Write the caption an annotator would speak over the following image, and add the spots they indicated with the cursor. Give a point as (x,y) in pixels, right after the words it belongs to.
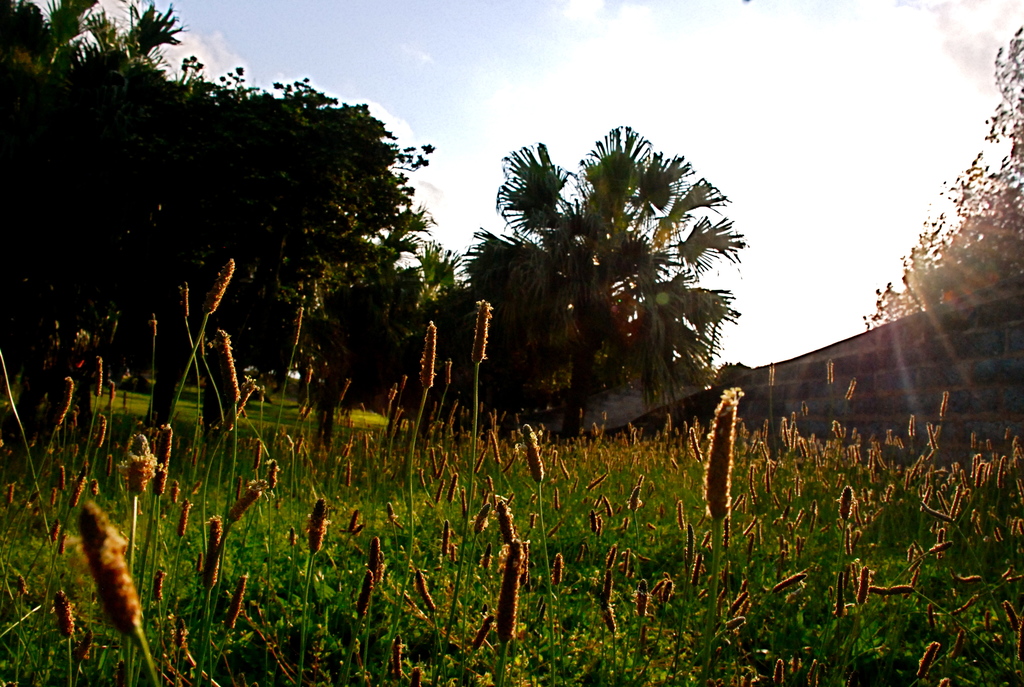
In the image in the center (444,422) we can see grass (362,465). In the background (78,94) we can see the sky (300,7), clouds (821,98), trees (78,94), grass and wall (827,384).
